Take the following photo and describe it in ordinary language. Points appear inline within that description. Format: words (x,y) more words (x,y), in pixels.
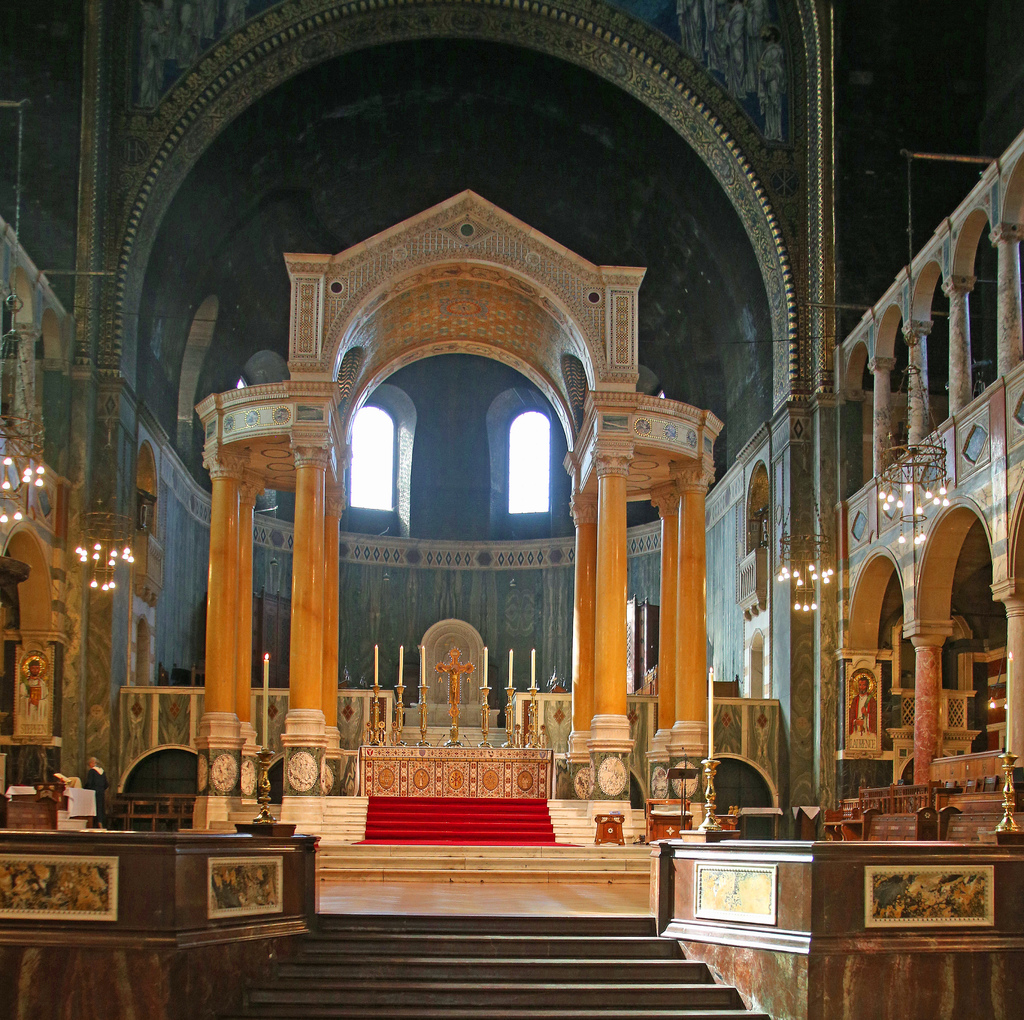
The picture is taken inside a church (408,503). In this picture, in the foreground (338,882) we can see staircase (525,913), frames (717,893) and other objects (27,809). In the center of the picture (617,585) there are candles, staircase (468,827), pillars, arch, cross (455,687), table (419,760), cloth (419,760) and other objects (35,799). In the background (528,446) there are windows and at the top (393,140) it is dome (389,156).
